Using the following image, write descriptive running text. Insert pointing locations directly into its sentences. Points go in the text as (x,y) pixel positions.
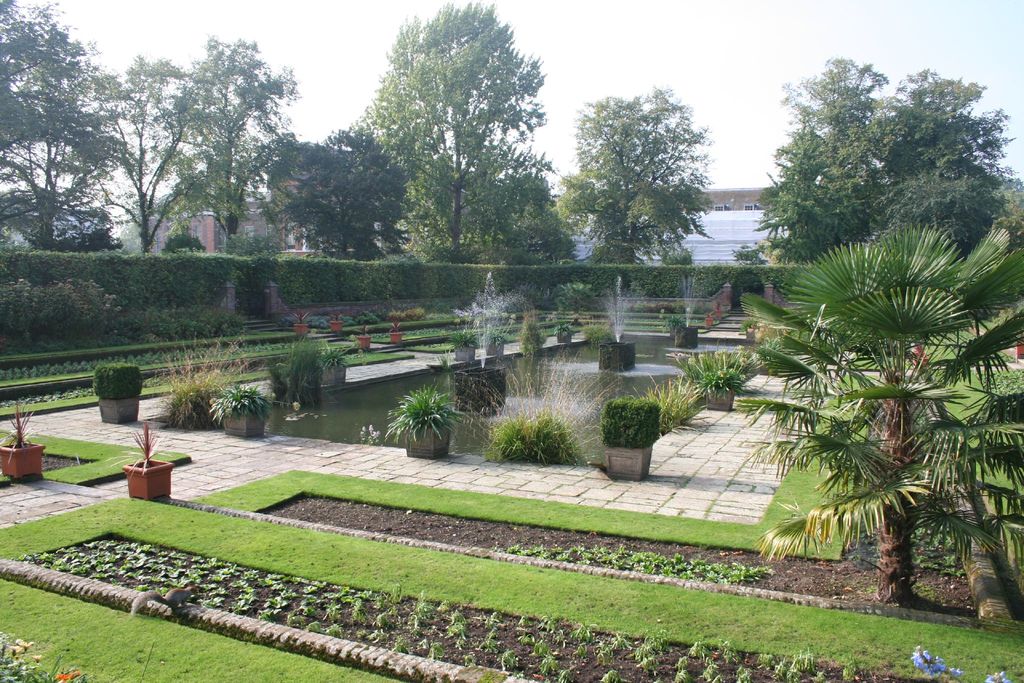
Bottom of the image (815,634) there is grass (82,474). In the middle of the image (354,273) there are some plants (1022,310) and water (312,417). Top of the image (859,98) there are some trees (972,220). Behind the trees (107,235) there are some buildings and clouds (258,40) and sky (784,142).
